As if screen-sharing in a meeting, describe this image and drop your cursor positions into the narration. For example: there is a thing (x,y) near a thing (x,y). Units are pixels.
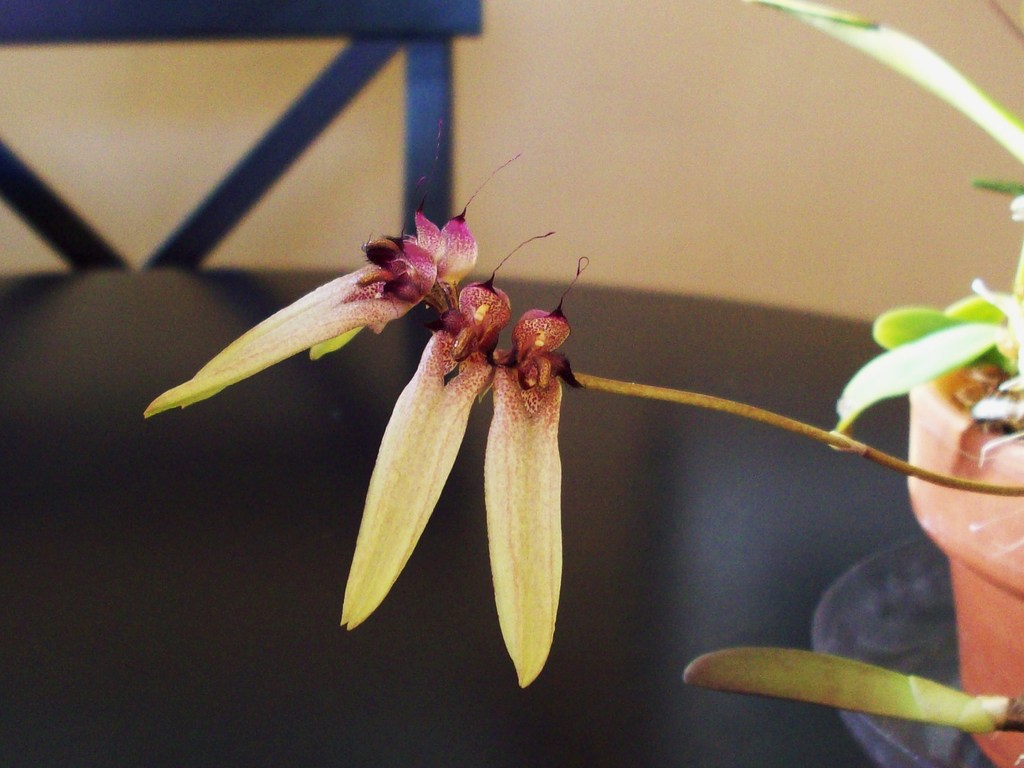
In this picture we can see a houseplant (941,322) and a glass bowl (842,603) on the table (3,481). We can see a chair (197,220). There is a creamy background (737,102).
